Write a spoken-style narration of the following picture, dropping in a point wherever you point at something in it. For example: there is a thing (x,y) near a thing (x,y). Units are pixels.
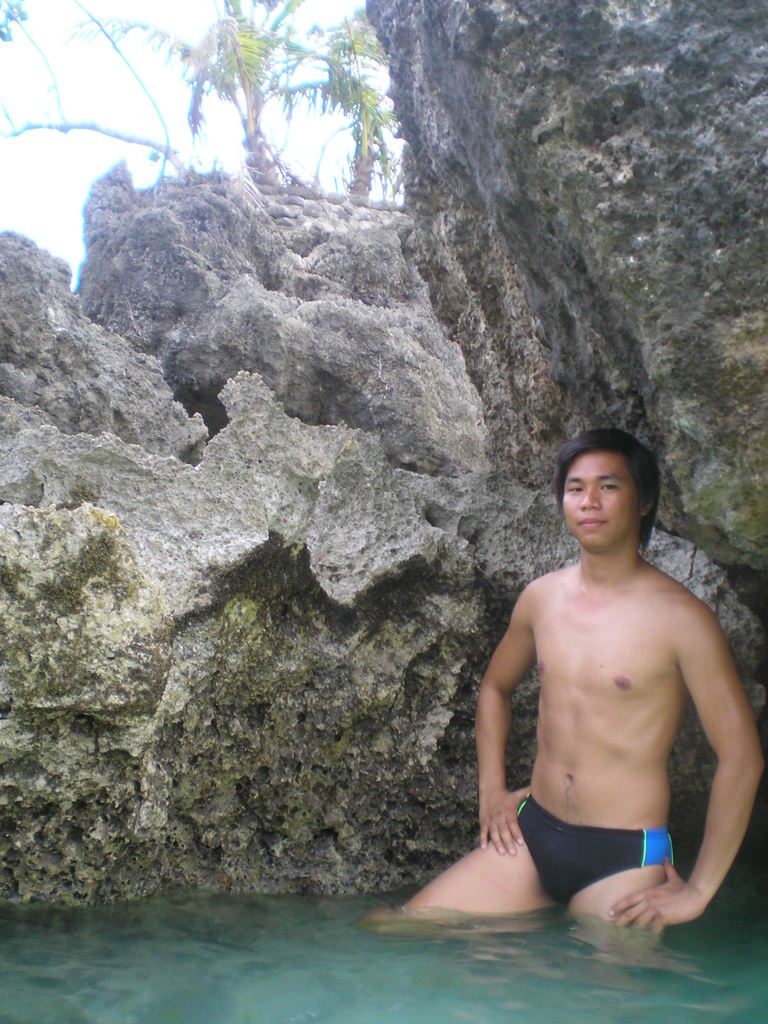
On the right side of the image (628,744) we can see a man (627,726) standing in the water (485,920). In the background (331,867) there is a rock (244,466), trees (251,133) and sky (128,111).
